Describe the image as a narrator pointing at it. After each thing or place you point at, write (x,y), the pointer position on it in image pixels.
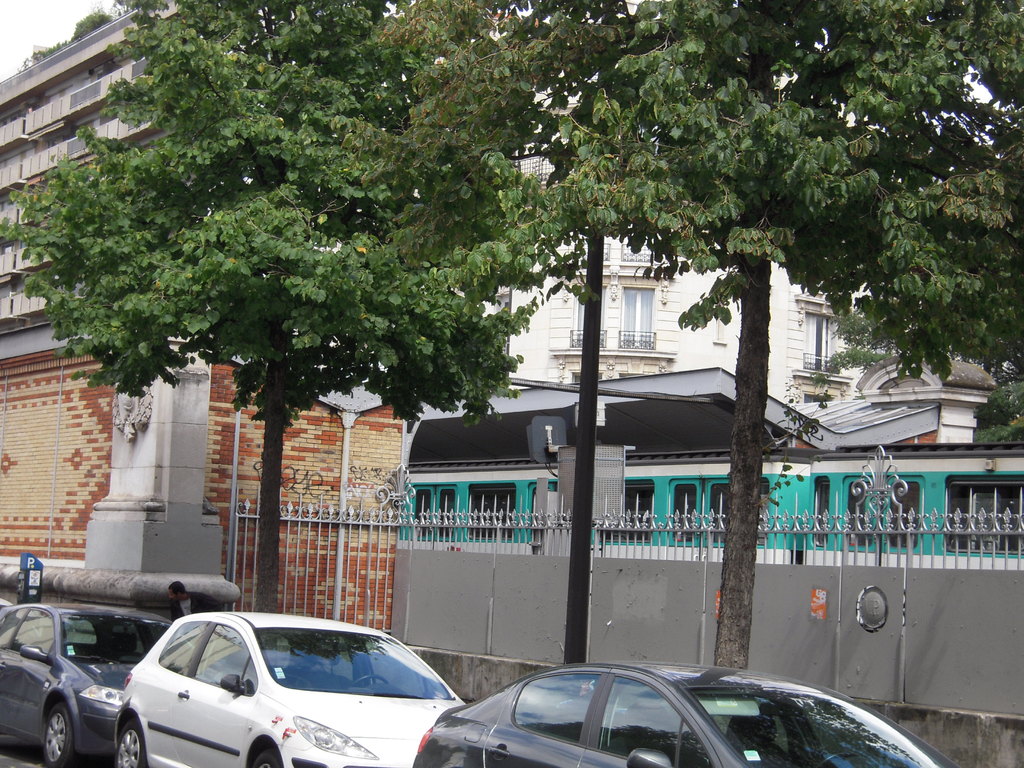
In this image, there are buildings (824,328), trees (292,360), iron grilles (543,547) and a pole (574,572). At the bottom of the image (295,751), I can see a person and there are cars (183,625). On the left side of the image (43,593), it looks like a parking meter (24,596).
